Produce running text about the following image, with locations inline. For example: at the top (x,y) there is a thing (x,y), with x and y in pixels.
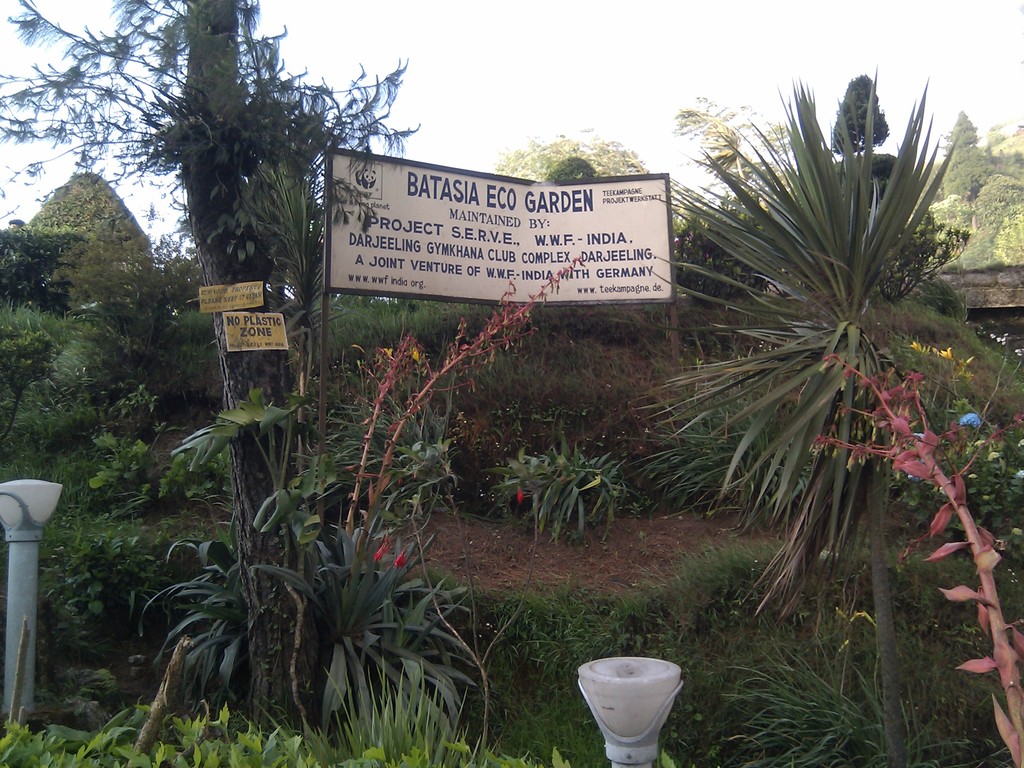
In this image I can see few trees (682,401), boards (244,283) and white color objects (655,666) in front (632,710). The sky (622,127) is in white color.
